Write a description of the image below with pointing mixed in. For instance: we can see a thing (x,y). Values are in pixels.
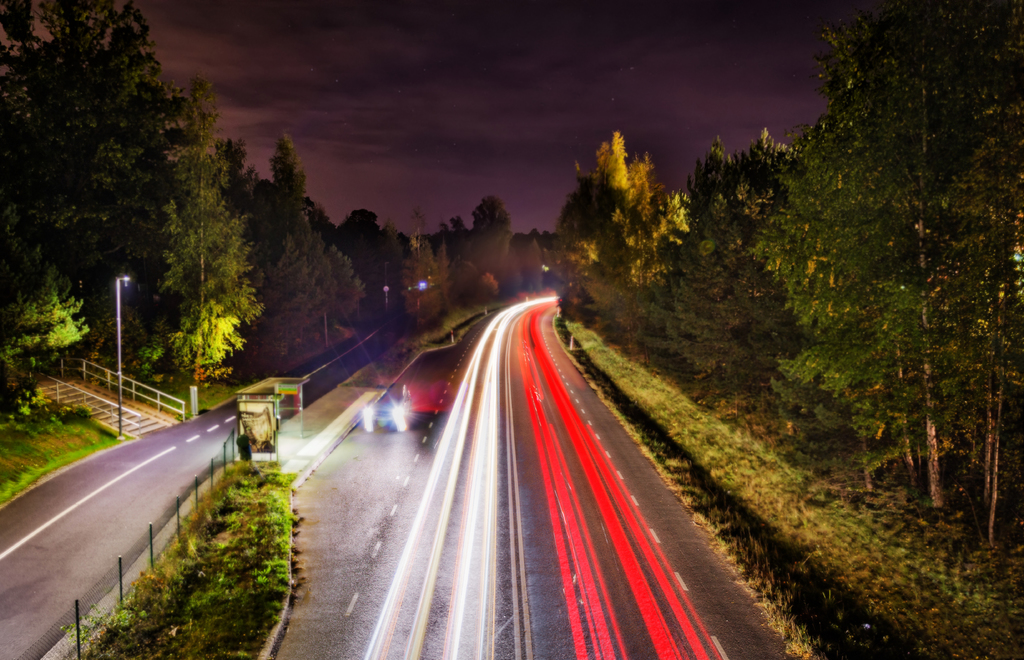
In this image we can see a road (480,491) on which there are some vehicles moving there are some street lights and there are some trees (358,265) at left (75,204) and right side of the image (763,215) and at the top of the image (404,95) there is dark sky (454,68).
